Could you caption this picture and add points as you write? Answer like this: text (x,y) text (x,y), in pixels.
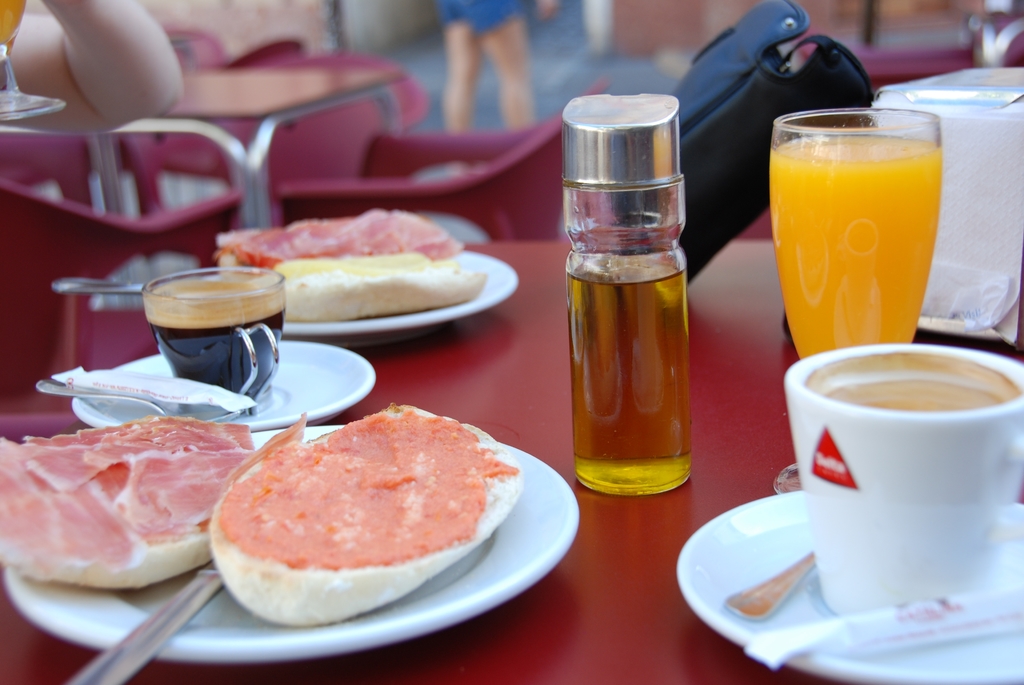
There is food (390,504) placed on the plates (470,314) and a coffee mug (883,506) along with coffee (931,406) and a teaspoon (785,584) beside it placed on a plate (752,551), a glass (818,243) with juice (896,213) inside it and a bag (724,136) along with bottle (674,324) all are placed on the table (533,351). There is woman (509,55) standing over here. Many chairs (503,133) are placed around the table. A woman (81,71) with a juice glass (6,34) on the left side (54,90) corner.
